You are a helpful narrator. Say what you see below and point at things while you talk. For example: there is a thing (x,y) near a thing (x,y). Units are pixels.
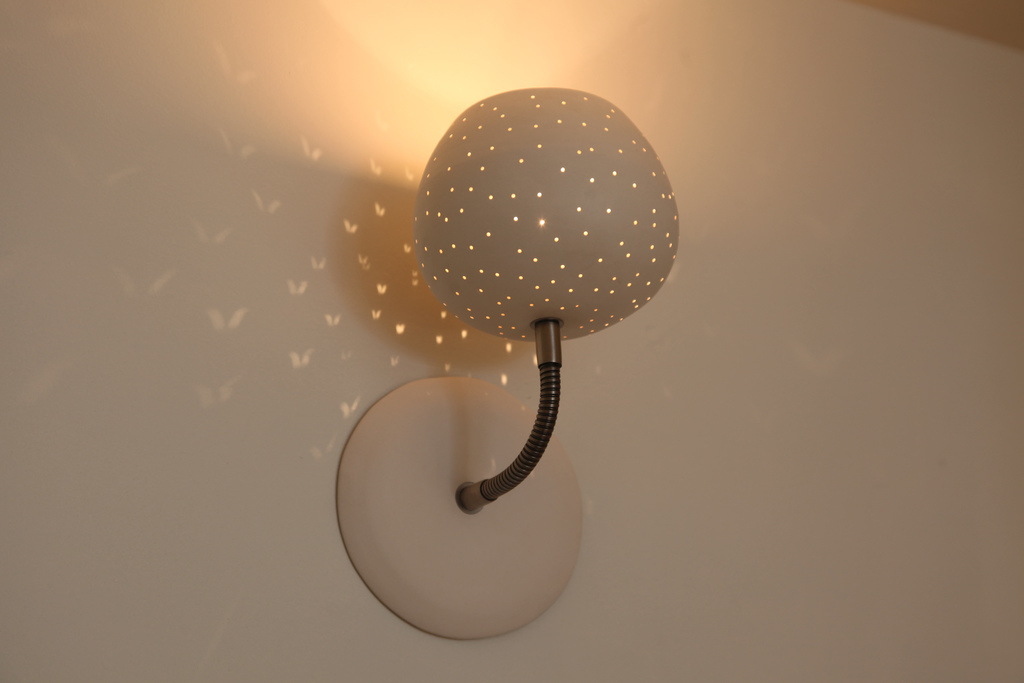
In this picture there is a lamp (629,297) on the wall (384,351). Here we can see the lights (439,99).
